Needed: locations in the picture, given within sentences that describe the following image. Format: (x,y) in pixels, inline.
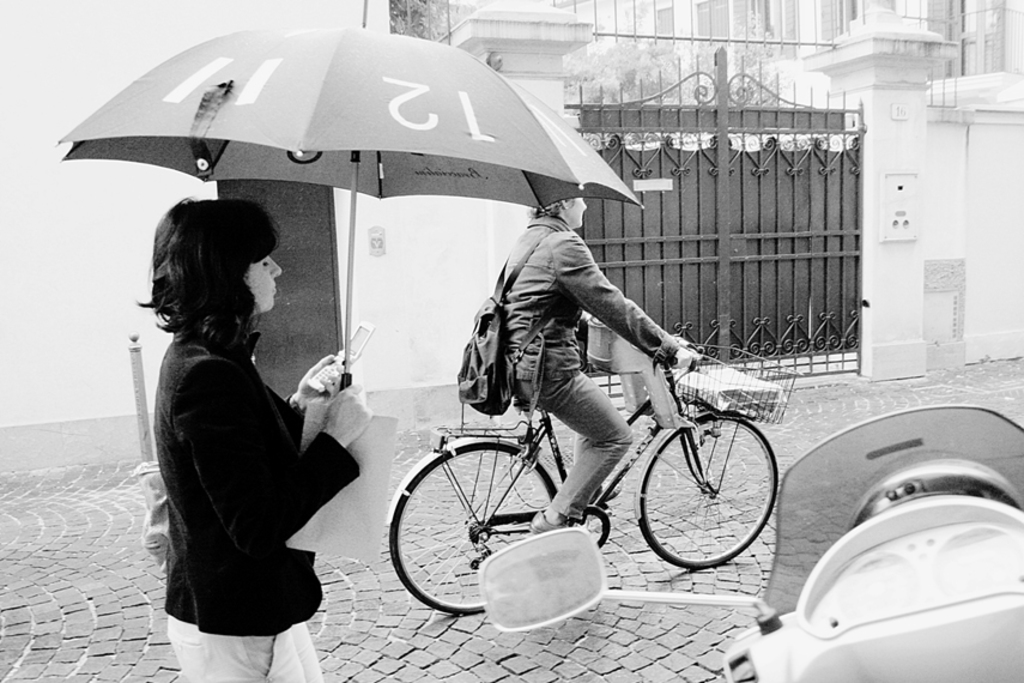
As we can see in a picture that, there are two person (538,275), one is riding the bicycle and the other one is walking.
